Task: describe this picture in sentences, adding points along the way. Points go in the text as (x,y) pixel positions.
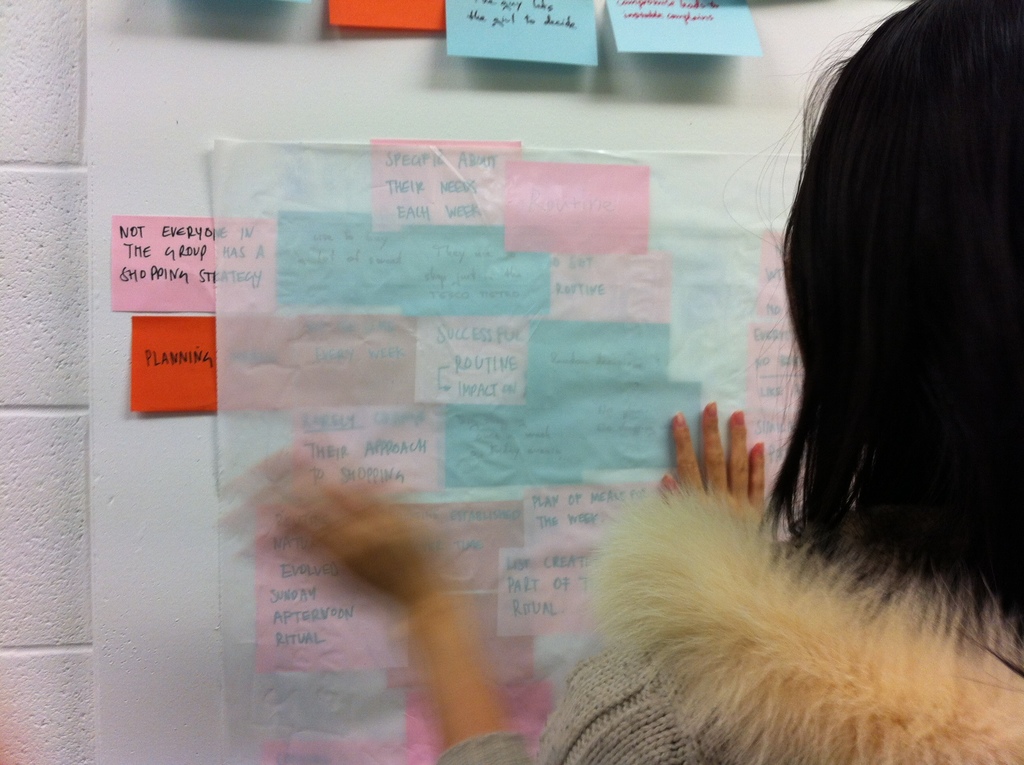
In this image I can a lady (744,688) sticking somethings (550,399) on the wall (228,62).
